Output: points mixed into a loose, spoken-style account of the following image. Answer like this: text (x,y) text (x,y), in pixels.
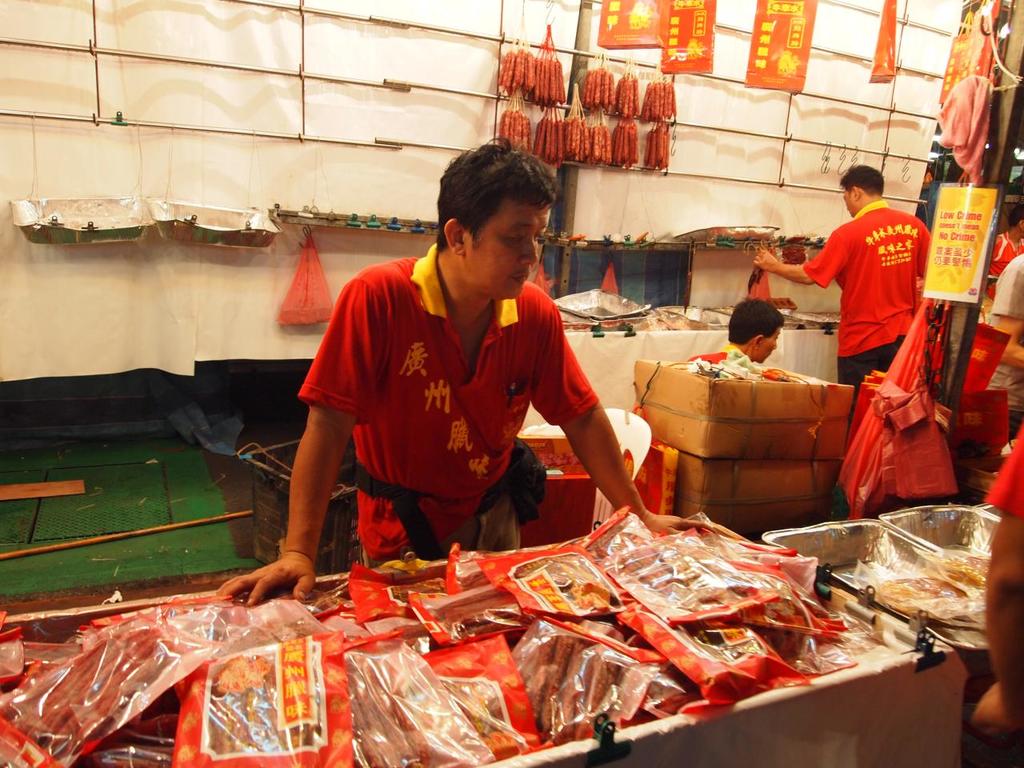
In this image we can see some group of persons (417,472) wearing red color dress (313,393) selling some products (692,614) which are red in color and in the background of the image (541,100) there are some products (511,97) hanged to the hanger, there are some cardboard boxes (742,450) and a white color sheet (714,194).
